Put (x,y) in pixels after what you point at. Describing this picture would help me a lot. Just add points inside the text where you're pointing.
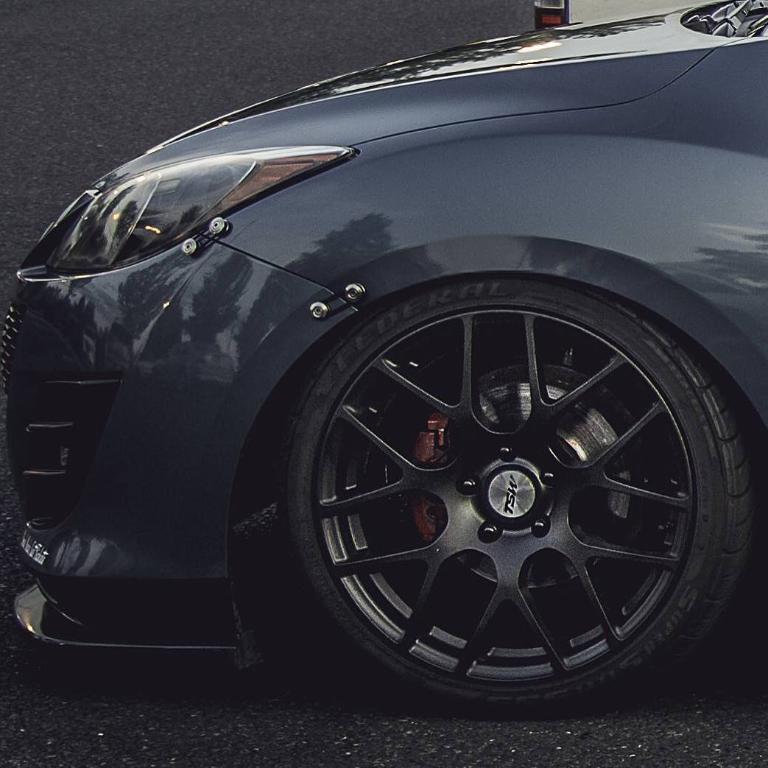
This is a picture of the front part (294,519) of the black color car (294,519) which is on the road (183,721).
